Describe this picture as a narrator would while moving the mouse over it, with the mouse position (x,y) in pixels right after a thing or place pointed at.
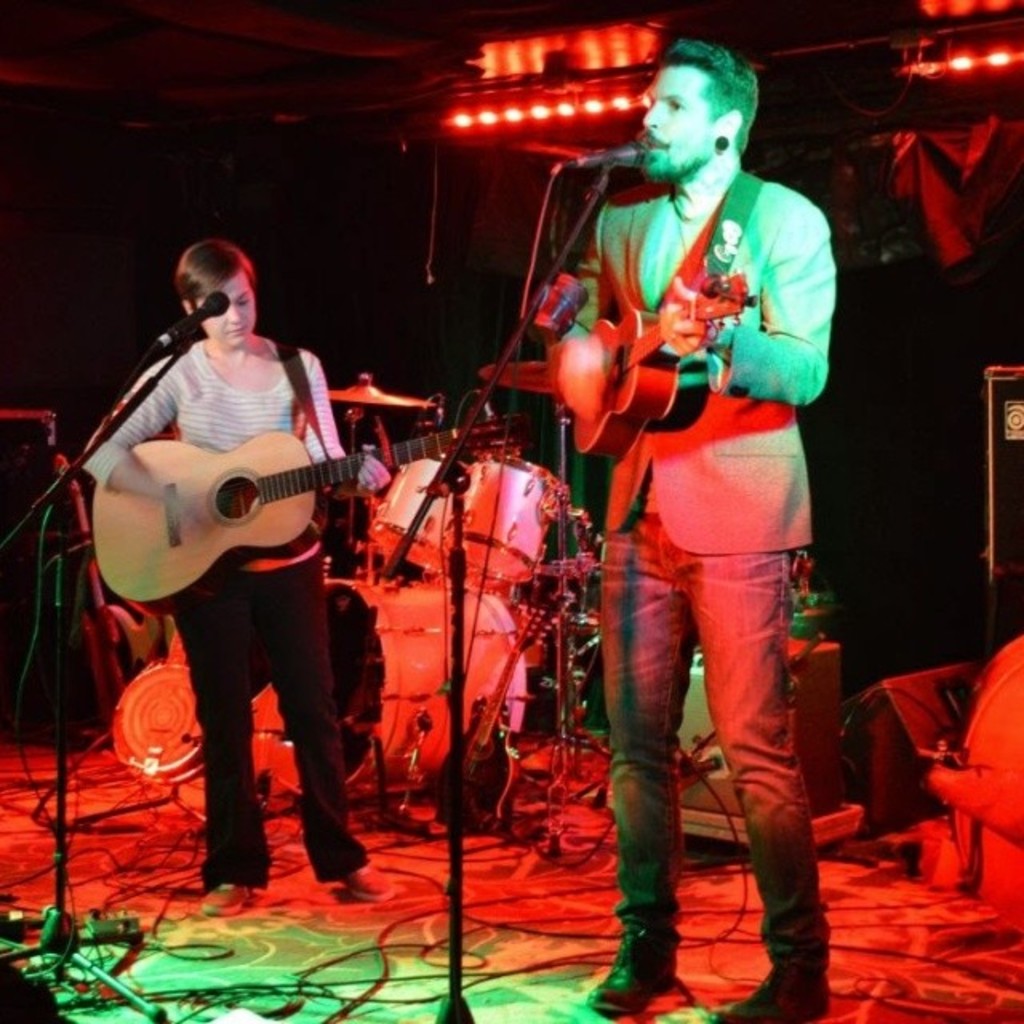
This Picture describe about the live musical performance on the stage (741,919) right side (719,486) man (754,360) wearing cream coat (735,445) and jeans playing guitar (615,327) and singing on the microphone (610,160). beside we can see a girl (217,430) wearing white full sleeves t-shirt (211,435) is playing guitar (317,472). behind we can see the band (488,511) and some music instruments (466,693). On the top we can see the red color led strip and in the flooring (932,989) some cables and microphone stand (180,341) are placed.
